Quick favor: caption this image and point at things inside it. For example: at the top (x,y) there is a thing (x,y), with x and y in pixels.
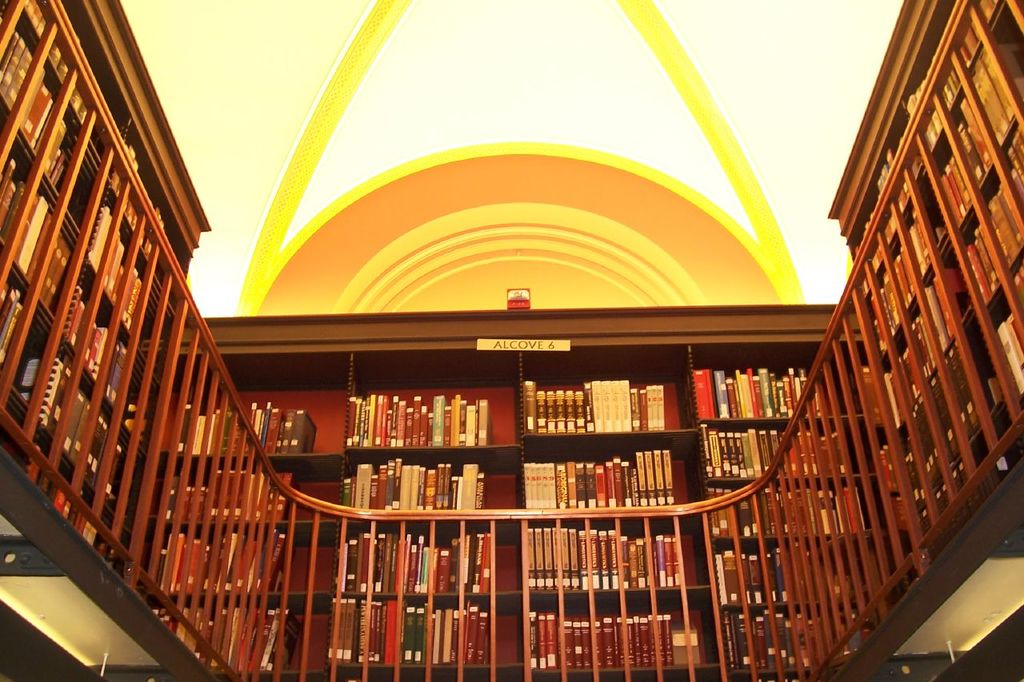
This picture consists of inside view of a room (669,372) and at the top (493,153) I can see the wall (699,44), on the wall (405,45) I can see colorful painting (326,119) and in the middle (544,445) I can see books racks (797,367) and there are number of books (608,398) kept in the rack (82,378).
